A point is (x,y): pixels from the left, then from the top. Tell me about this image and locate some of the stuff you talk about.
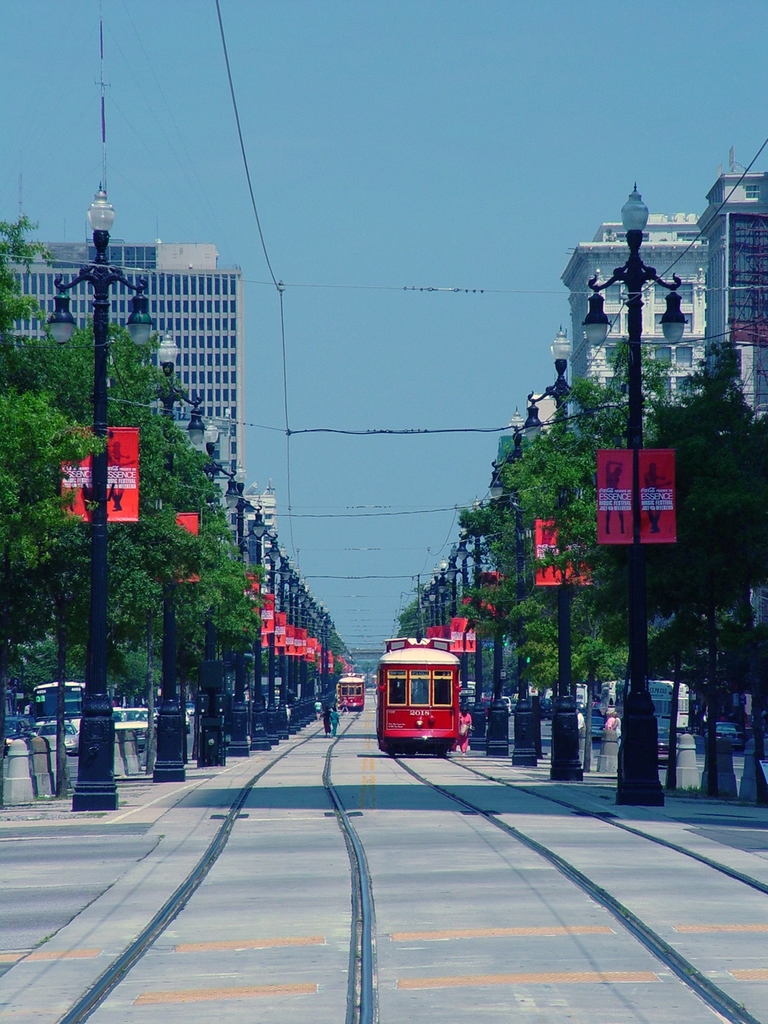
This image is taken outdoors. At the top of the image (347,133) there is the sky (410,462). At the bottom of the image (393,972) there is a road (170,956) and there are two tracks (617,917). On the left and right sides of the image there are many buildings (275,522). There are many trees (683,651), poles (260,562) and boards (631,502) with text (617,508) on them. Many vehicles (71,726) are moving on the road (338,744). In the middle of the image (410,677) two trains (363,687) are moving on the track (336,732). Three people (462,738) are walking on the road (443,779).
